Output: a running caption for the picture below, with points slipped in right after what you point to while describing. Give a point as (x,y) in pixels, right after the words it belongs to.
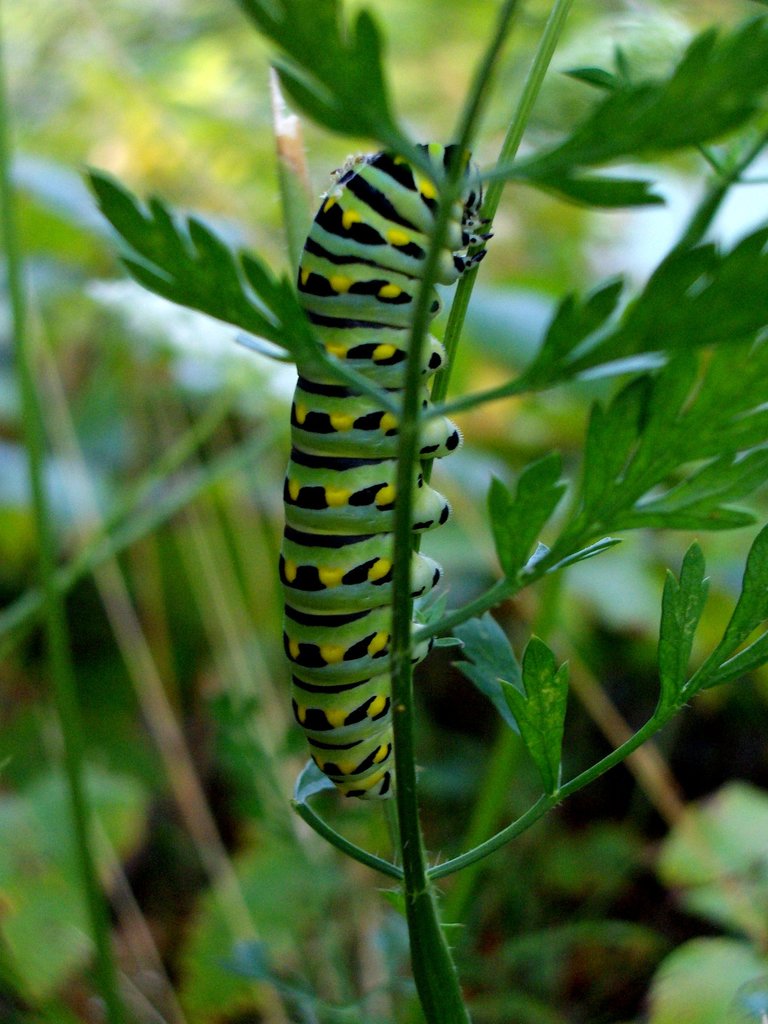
In this image in the foreground (381,514) there is a plant (441,241) and there is an insect (380,473), and there is a blurry background (152,808).
